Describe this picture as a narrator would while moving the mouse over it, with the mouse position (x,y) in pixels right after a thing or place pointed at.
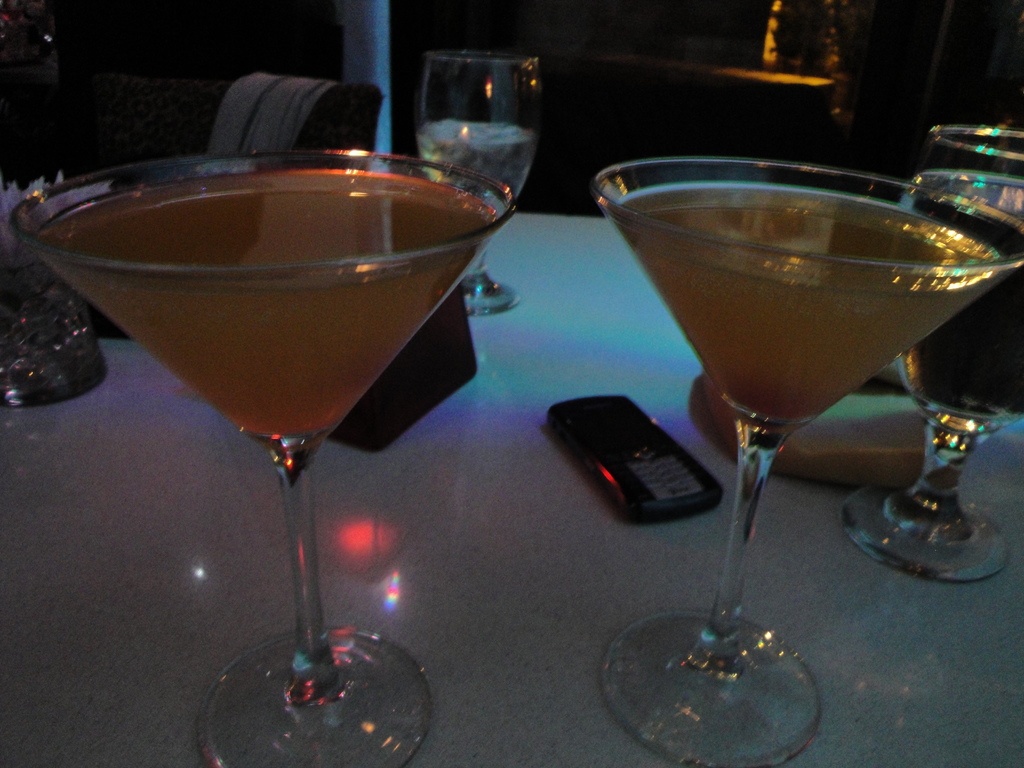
There are two glasses (386,319) filled with drinks (208,313) arranged on a table (808,570), on which there are a mobile (663,437), other glasses (945,431) and other objects (14,268). In the background (769,14), there is a light (804,69). And the background (994,73) is dark in color.
